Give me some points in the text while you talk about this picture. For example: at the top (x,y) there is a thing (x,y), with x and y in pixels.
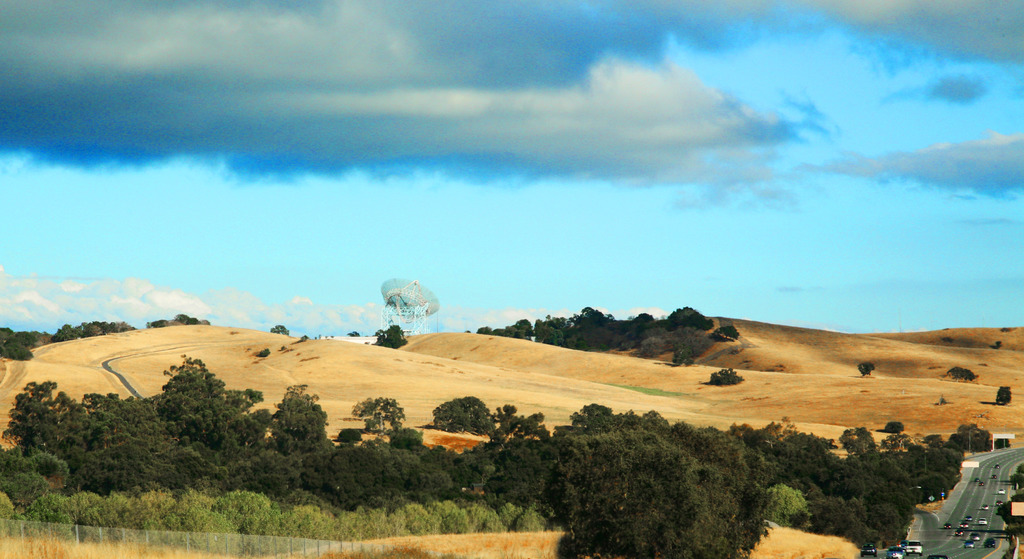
This is a outside image where we can see a blue sky (268,258) at the top of the image (441,67). In the bottom right corner of the image (958,508) I can see a road (954,535) with the vehicles (984,508) and I can see dry grassy hills (856,390) all over the image and I can see plants (349,450) at the bottom of the image (395,462).
